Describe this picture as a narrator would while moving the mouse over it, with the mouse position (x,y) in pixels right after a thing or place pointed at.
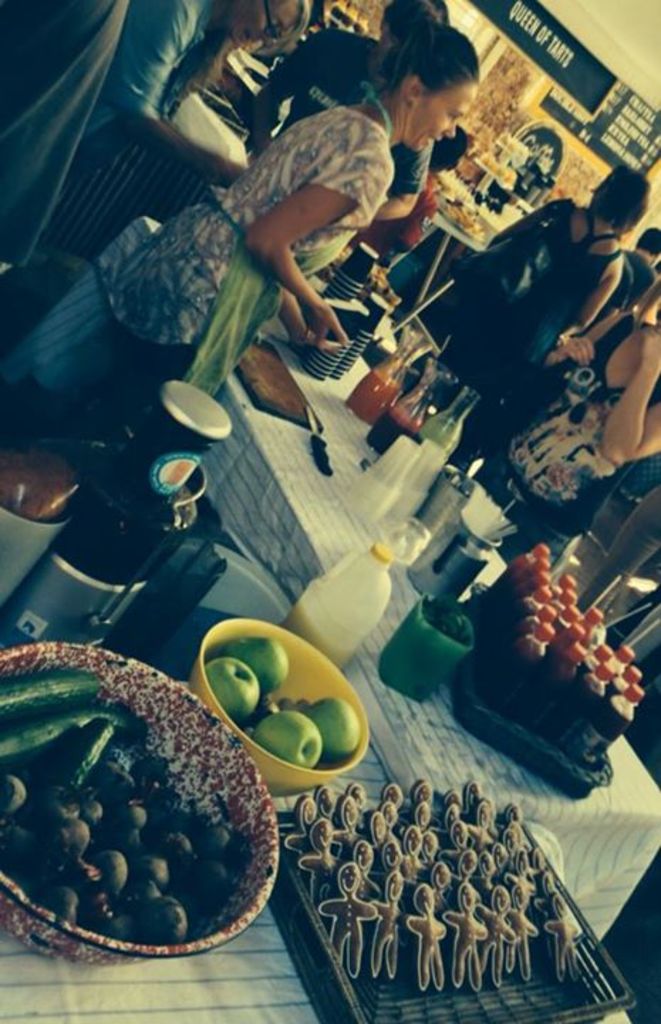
There are many people (373,198). Also there are tables (189,965) with tablecloth (180,999). On the tables (444,708) there is a bowl (196,730) with vegetables (200,902), bowl (259,760) with fruits (267,676), tray (385,948) with food items (429,840), tray (470,705) with bottles (579,656), cups (387,501), tumblers (399,503), knife (325,454), glasses (405,494) and many other items (293,403). There is a lady (203,313) wearing apron (255,256). In the background (527,20) there is a wall (516,49). On the wall (580,77) something is written. Also there are many other items (471,225).
